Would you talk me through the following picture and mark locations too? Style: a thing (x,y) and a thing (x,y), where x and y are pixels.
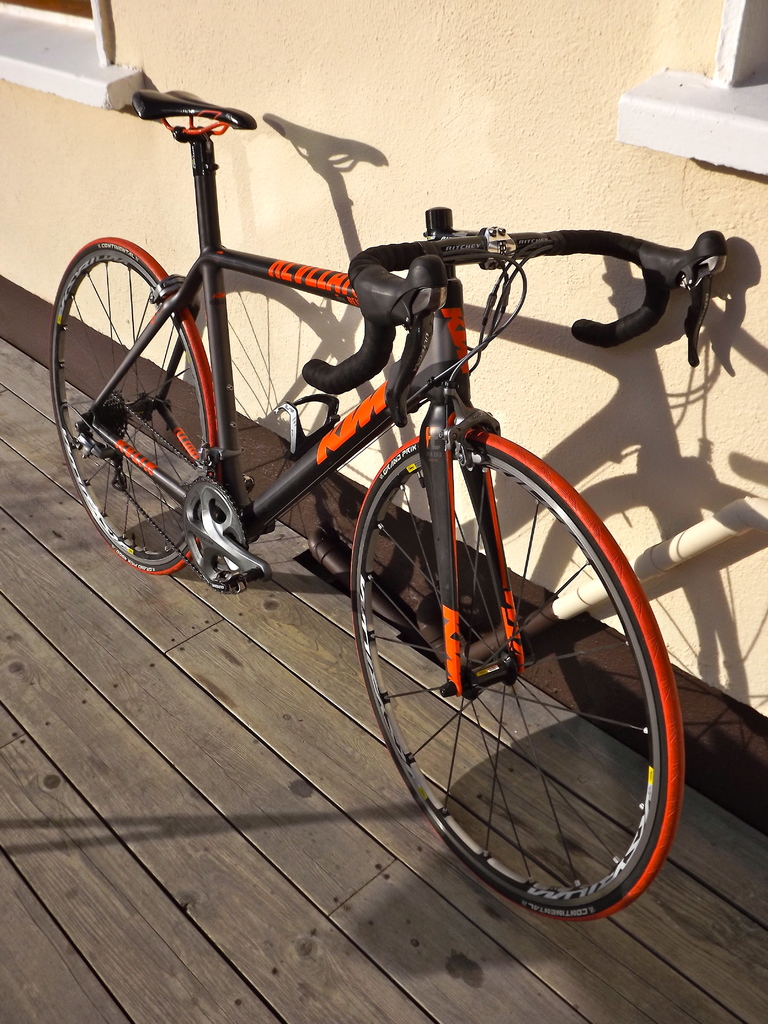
In this image I see a cycle (414,271) which is of black and orange color and I see something is written on it and it is on the wooden platform (163,651) and I see the wall (483,2) which is of white, cream and brown in color.
